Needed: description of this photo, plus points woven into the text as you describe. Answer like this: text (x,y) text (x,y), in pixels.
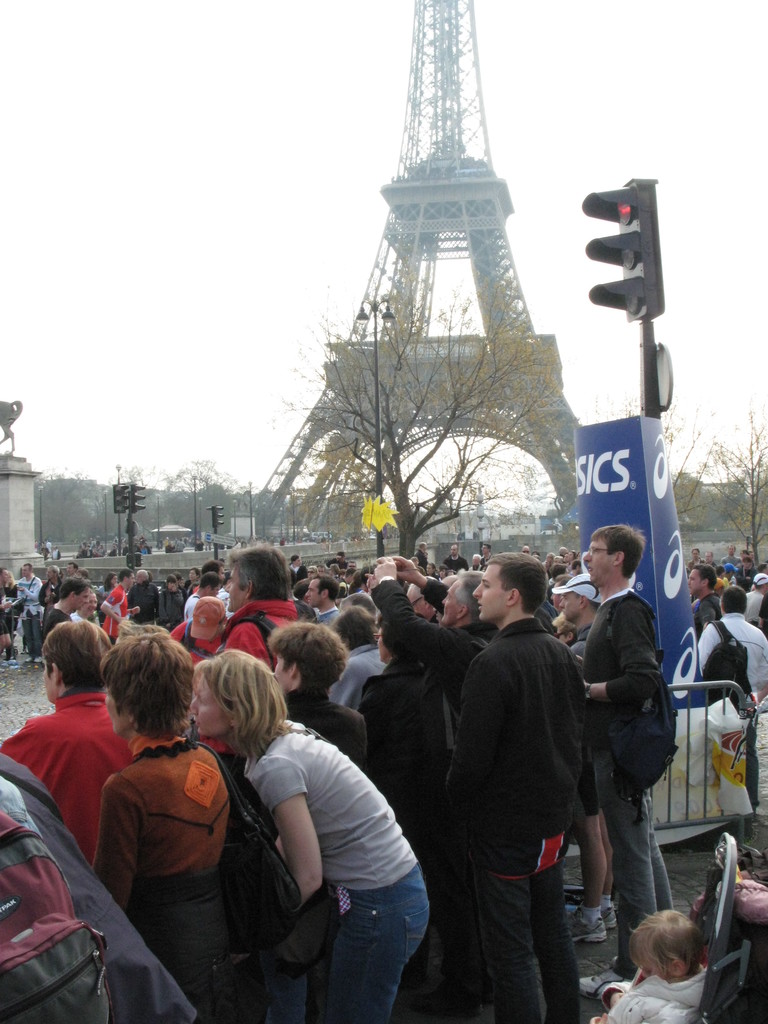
At the bottom of the image (163,702) few people (638,911) are standing. Behind them we can see some poles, trees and statue (5,405). In the middle of the image (397,386) we can see a Eiffel tower (480,51). Behind the Eiffel tower (551,370) we can see the sky (202,16). In the bottom right corner of the image (756,975) we can see a stroller (725,844), in the stroller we can see a baby (611,1008).
